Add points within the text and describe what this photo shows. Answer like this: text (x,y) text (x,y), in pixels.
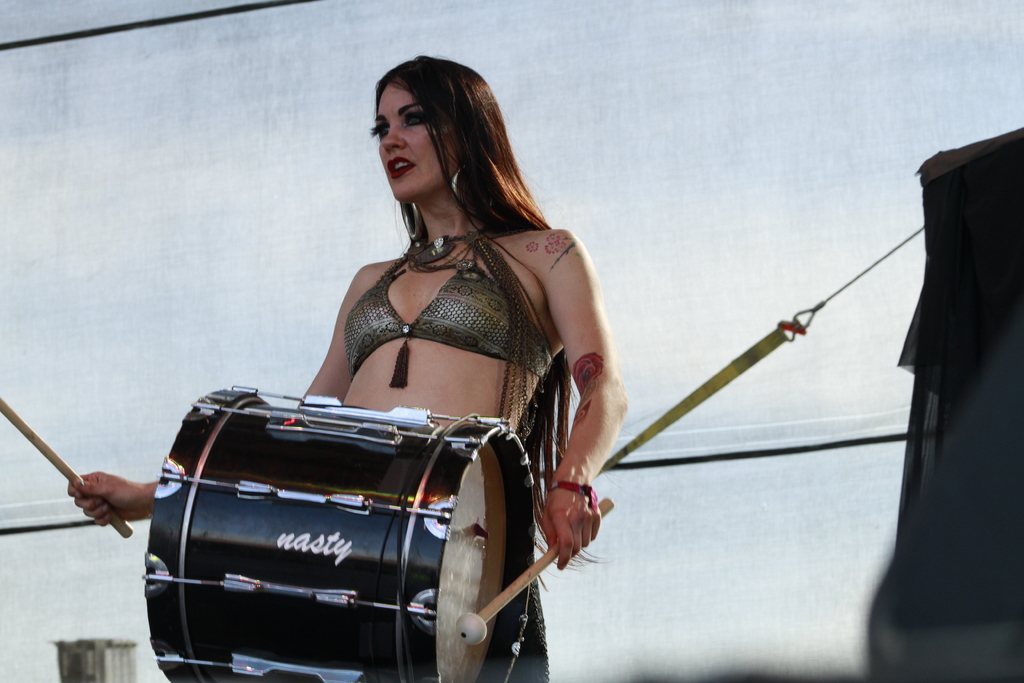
In this image I can see the person (362,398) is holding sticks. In front (370,518) I can see the drum (339,408). Background (326,94) is in white color.
